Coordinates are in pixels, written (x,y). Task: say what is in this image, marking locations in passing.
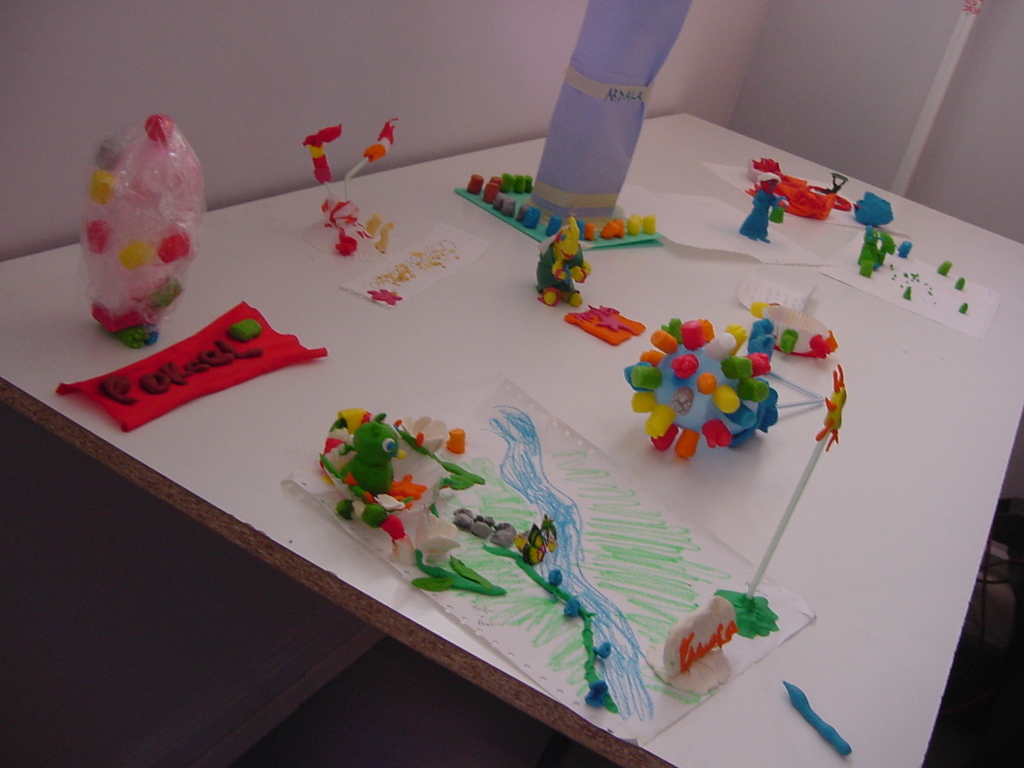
In this image there is a table (937,221), walls (875,48) and rod (973,4). On the table (1003,280) there are crafts (613,312).
